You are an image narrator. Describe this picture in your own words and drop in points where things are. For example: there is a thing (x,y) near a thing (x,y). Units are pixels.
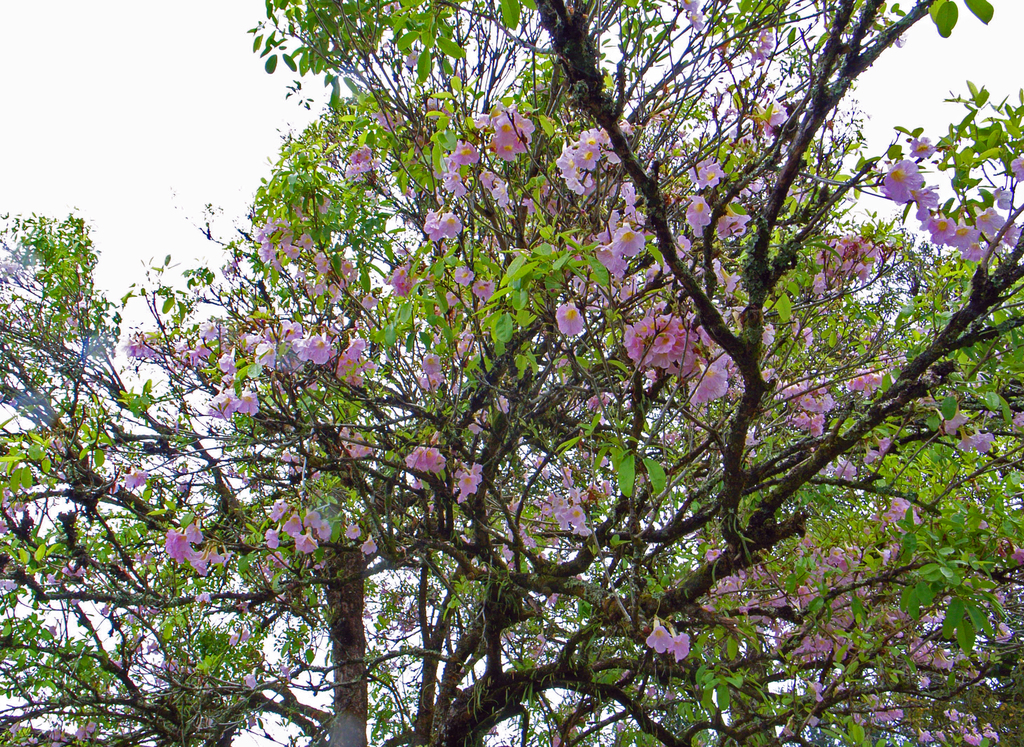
In this picture I can see a tree (624,342) and few flowers (642,241) and I can see a cloudy sky (904,93).
